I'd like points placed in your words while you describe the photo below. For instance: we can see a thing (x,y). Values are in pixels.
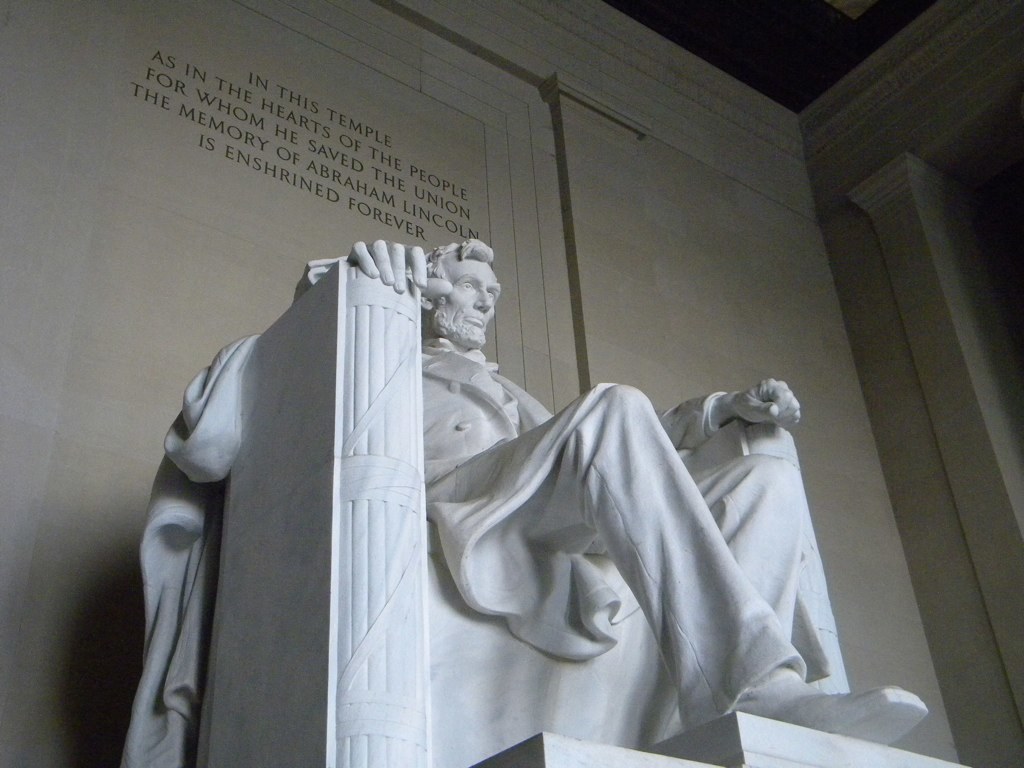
In the foreground of this picture (474,441), there is a sculpture (510,614) and behind it there is a wall (474,143) and some text (298,170) is on it.
